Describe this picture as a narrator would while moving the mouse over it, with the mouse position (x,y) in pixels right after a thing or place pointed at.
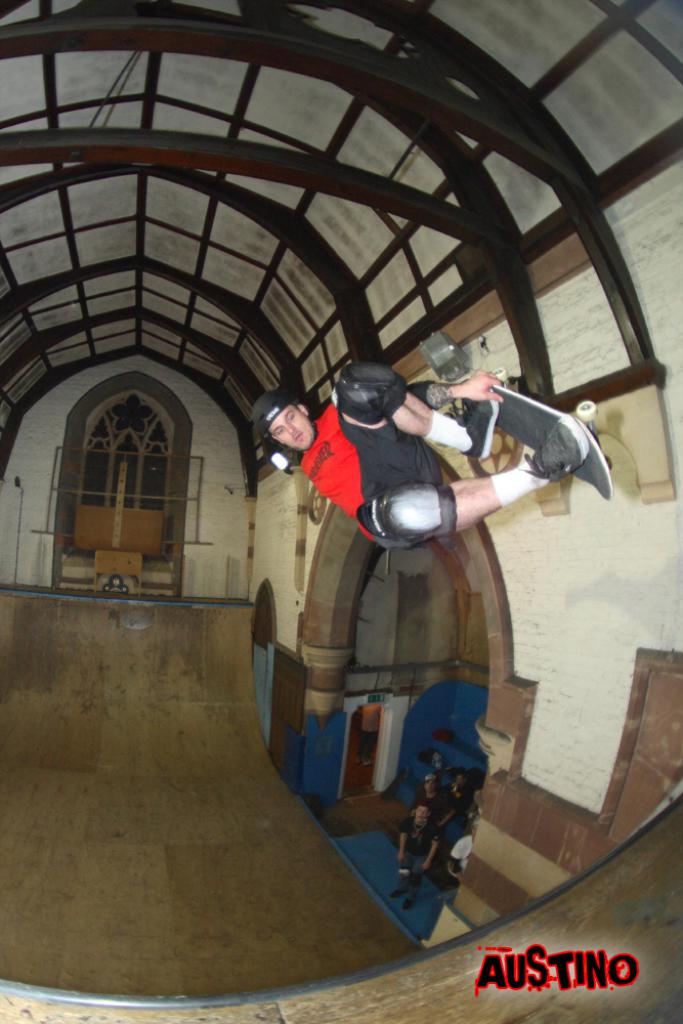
In this picture we can see the ground (327,837), here we can see a group of people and one person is on a skateboard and in the background (454,638) we can see a wall (279,583), roof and some objects (280,678), in the bottom right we can see some text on it.
